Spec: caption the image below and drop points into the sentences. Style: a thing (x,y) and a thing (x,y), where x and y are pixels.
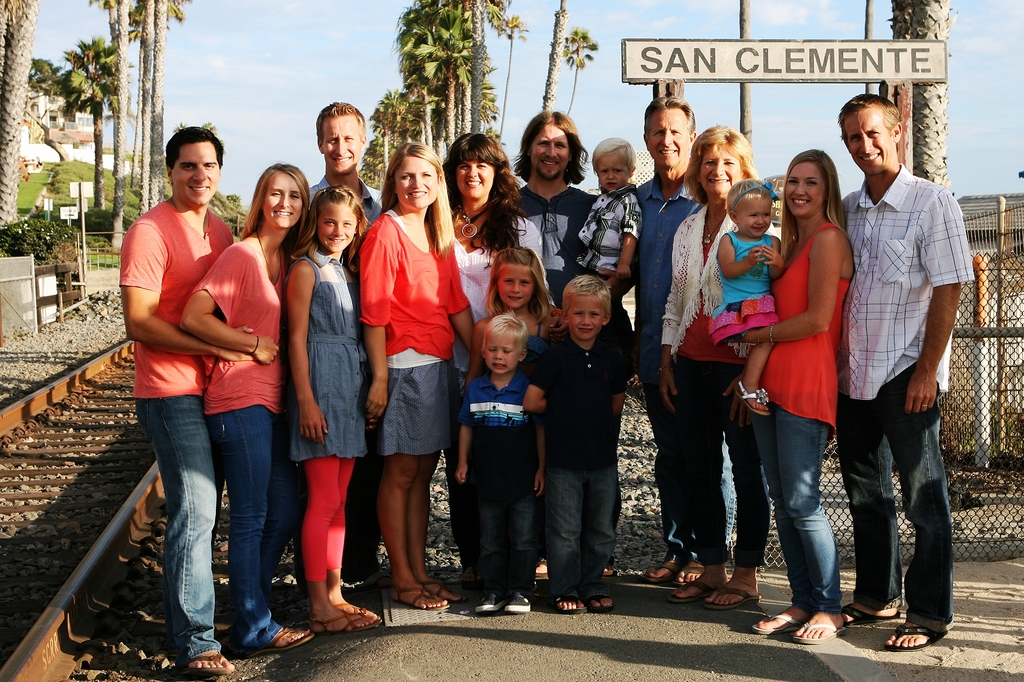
This image consists of many people (530,426). To the bottom left (58,547), there is a track (9,451). In the background (881,50), there are many trees (5,180) and a board (646,79). At the top (288,24), there is a sky (257,12).
